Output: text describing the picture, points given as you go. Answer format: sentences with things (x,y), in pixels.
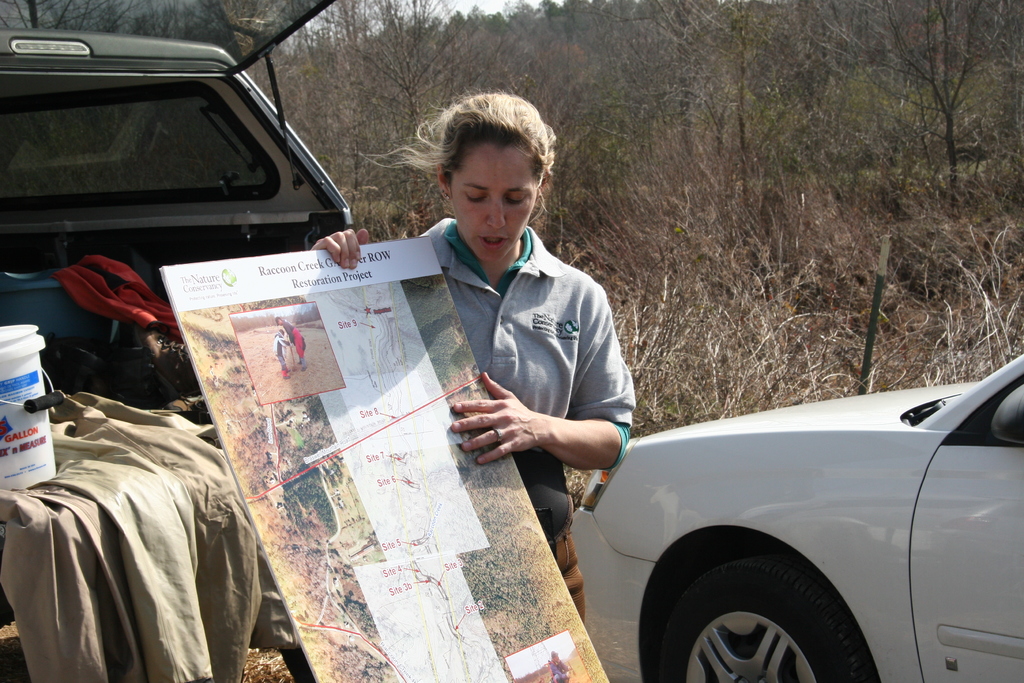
In this image I can see a person (494,347) standing and holding a board (387,362) in her hand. I can see two vehicles (278,220) behind her. I can see few trees (644,30) and the sky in the background (369,66).
